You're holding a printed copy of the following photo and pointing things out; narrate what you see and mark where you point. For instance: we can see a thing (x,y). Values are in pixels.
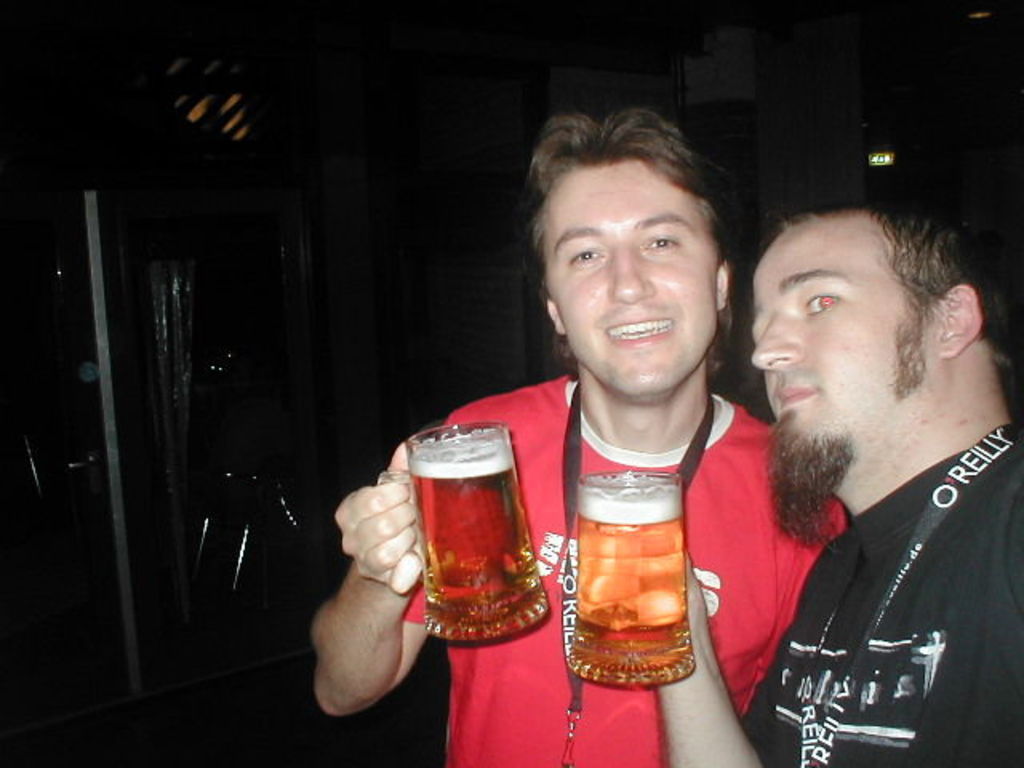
In the image we can see there are two men (936,690) who are standing and holding beer glass (592,605) in their hand (377,558) which is filled with beer (616,537) and the man (695,343) on the left side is wearing red shirt (536,755) and the man (981,606) on right side (980,631) corner is wearing black t shirt (923,584). They both are wearing id cards (804,750) in their neck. At the back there is dark.
